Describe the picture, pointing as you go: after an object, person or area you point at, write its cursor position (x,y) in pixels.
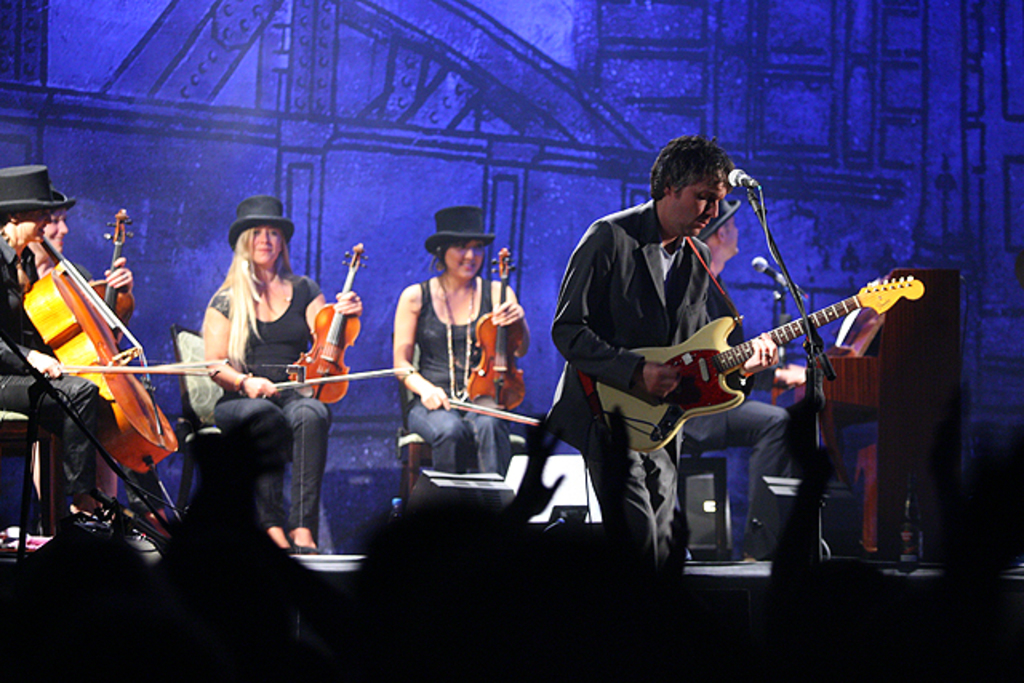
As we can see in the image there are few people (234,287) sitting on stage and holding violins (331,385) and a cello (34,313) and there is a mic (748,184) over here.
